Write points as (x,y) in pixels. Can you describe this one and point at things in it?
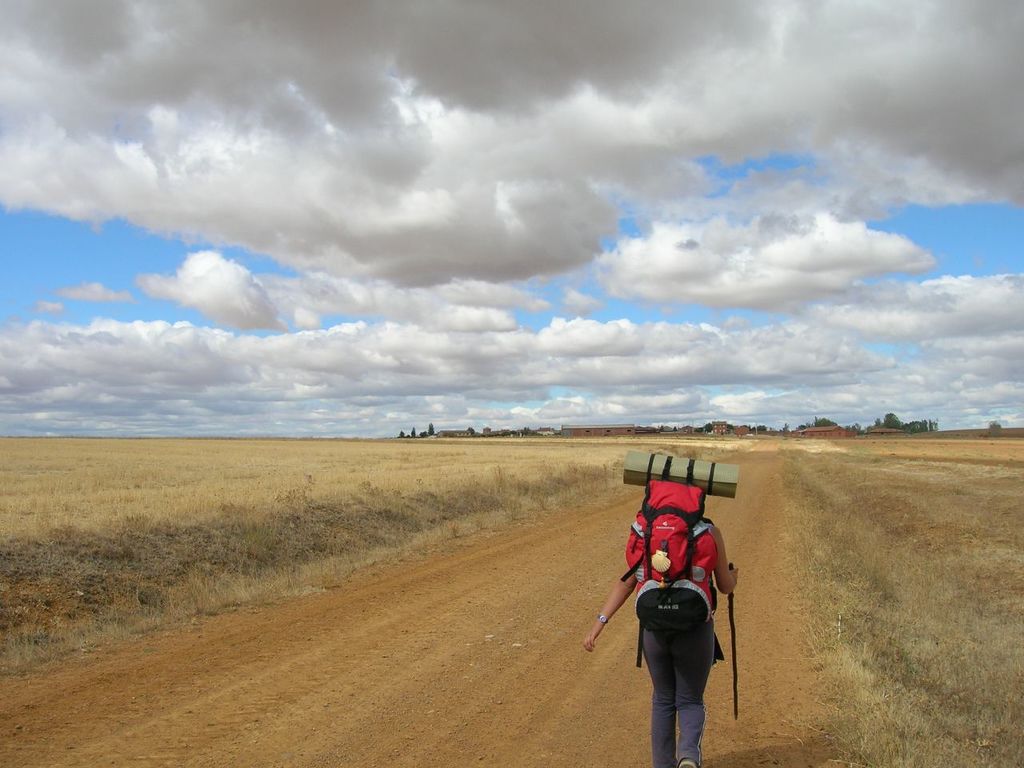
In this Image I can see the person (666,680) walking on the ground (594,680). The person (682,686) is wearing the bag (639,590) which is in red and black color and holding the stick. I can see the road (632,506) in the bottom (602,514). To the side there is a dried grass (456,481). In the back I can see some brown color houses (523,432), clouds (785,278) and the sky (635,232).
